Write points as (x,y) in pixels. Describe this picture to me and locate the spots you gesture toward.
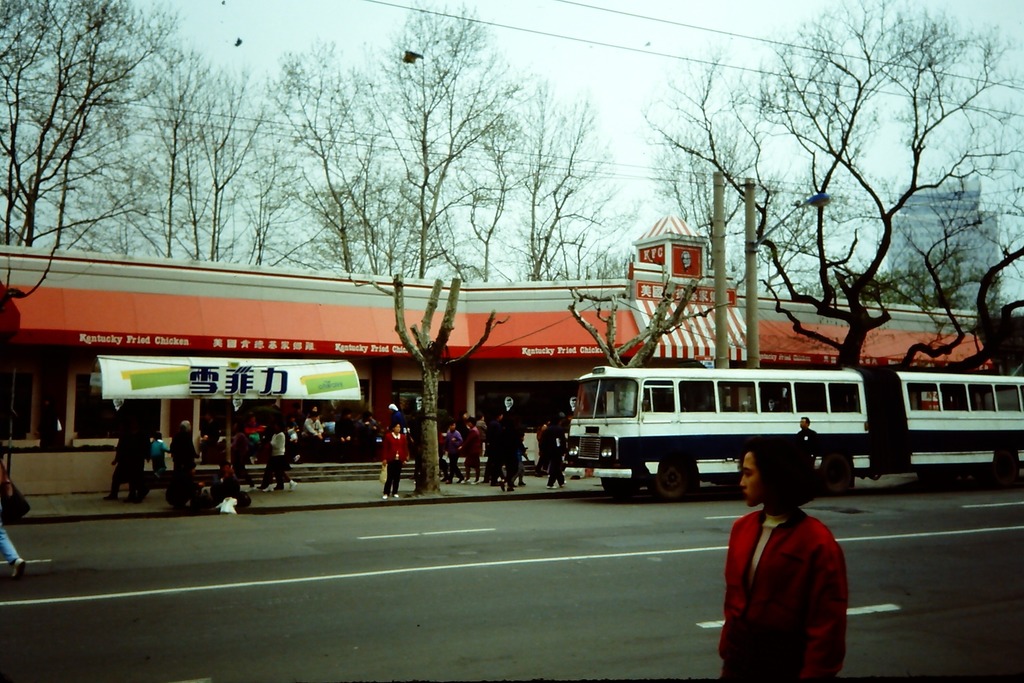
In this image there are group of people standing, and at the background (649,475) there are buildings (552,338), a vehicle (633,439) on the road (966,523), trees (836,163), sky (564,71).
